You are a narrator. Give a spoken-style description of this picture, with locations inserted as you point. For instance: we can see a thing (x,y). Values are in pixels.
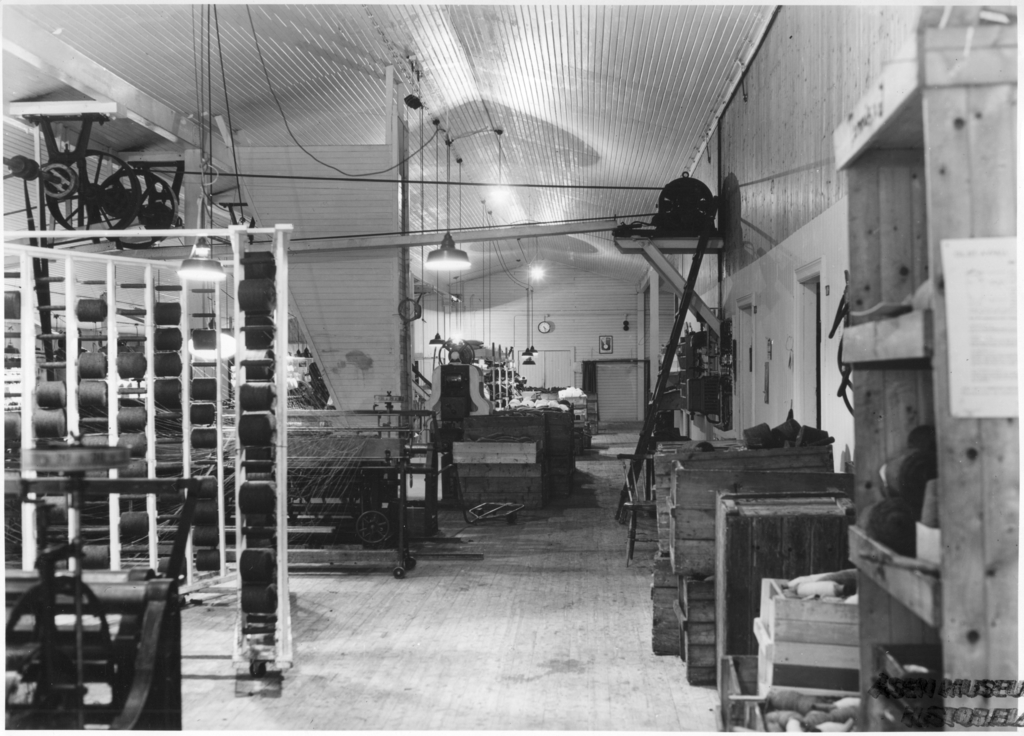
In this image we can see inside view of a room (577,551), there are boxes (715,555) and a shelf (915,605) with few objects (895,536), there is a stand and there are lights (456,260) hanged and wheels (117,205) to the ceiling (519,68) and there are few objects (70,661) in the room (547,296).
